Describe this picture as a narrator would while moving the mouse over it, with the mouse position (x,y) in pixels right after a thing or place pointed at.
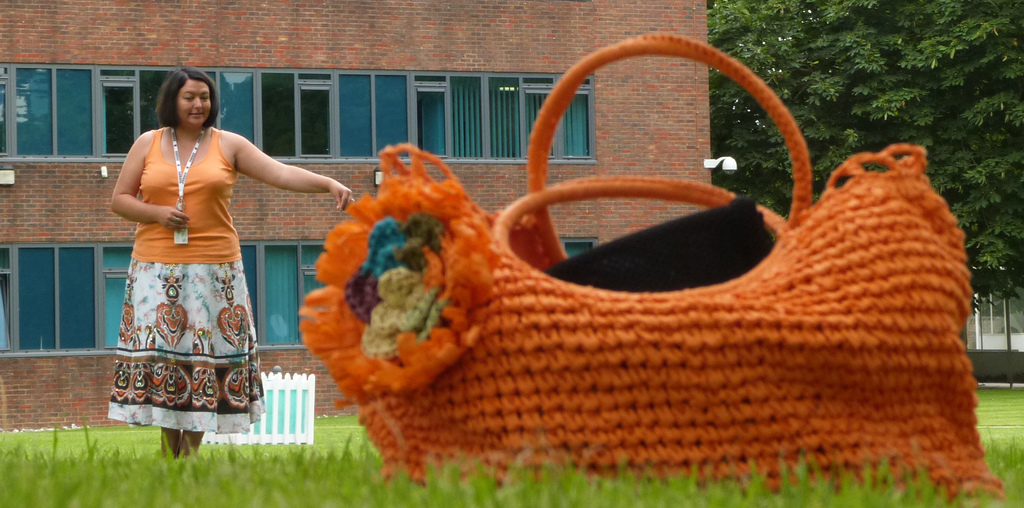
In this image, In the right side (782,486) there is a basket (895,332) which is in orange color and there is a black color object (656,278) in the basket (553,279), In the left side (230,285) there is a woman (167,336) standing in the background (267,395) there is a white color object (270,408), There is a wall (375,46) made up of bricks (455,52) which is in brown color, In the right side (923,59) background (936,55) there is a green color tree (962,81).
